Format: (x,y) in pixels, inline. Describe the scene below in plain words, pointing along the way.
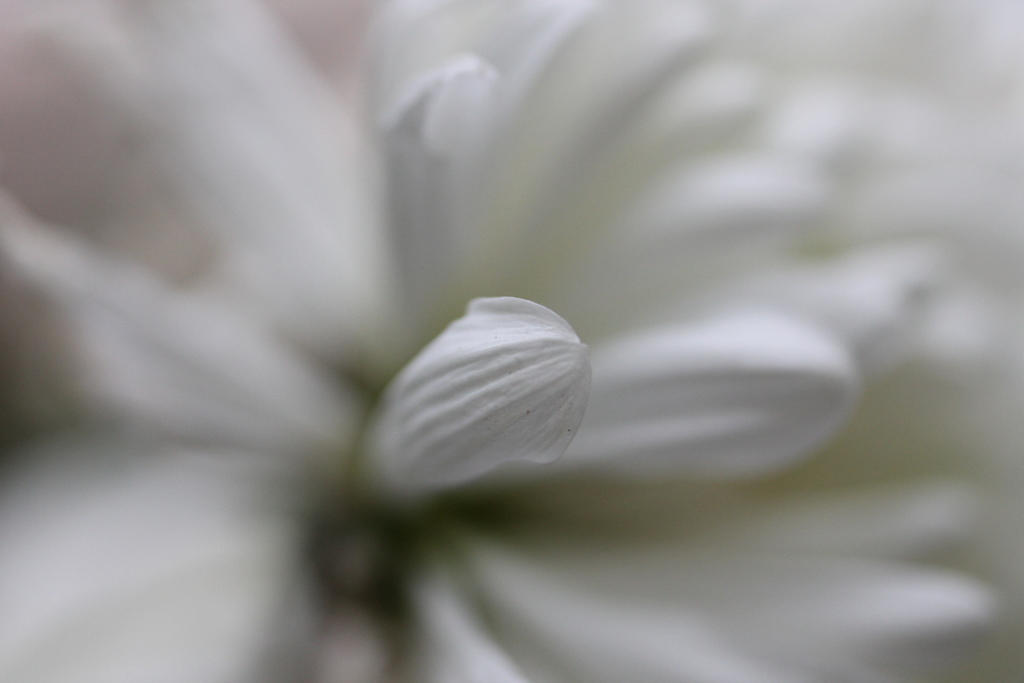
In this picture we can see a flower (164,462) and in the background (932,63) it is blurry.
